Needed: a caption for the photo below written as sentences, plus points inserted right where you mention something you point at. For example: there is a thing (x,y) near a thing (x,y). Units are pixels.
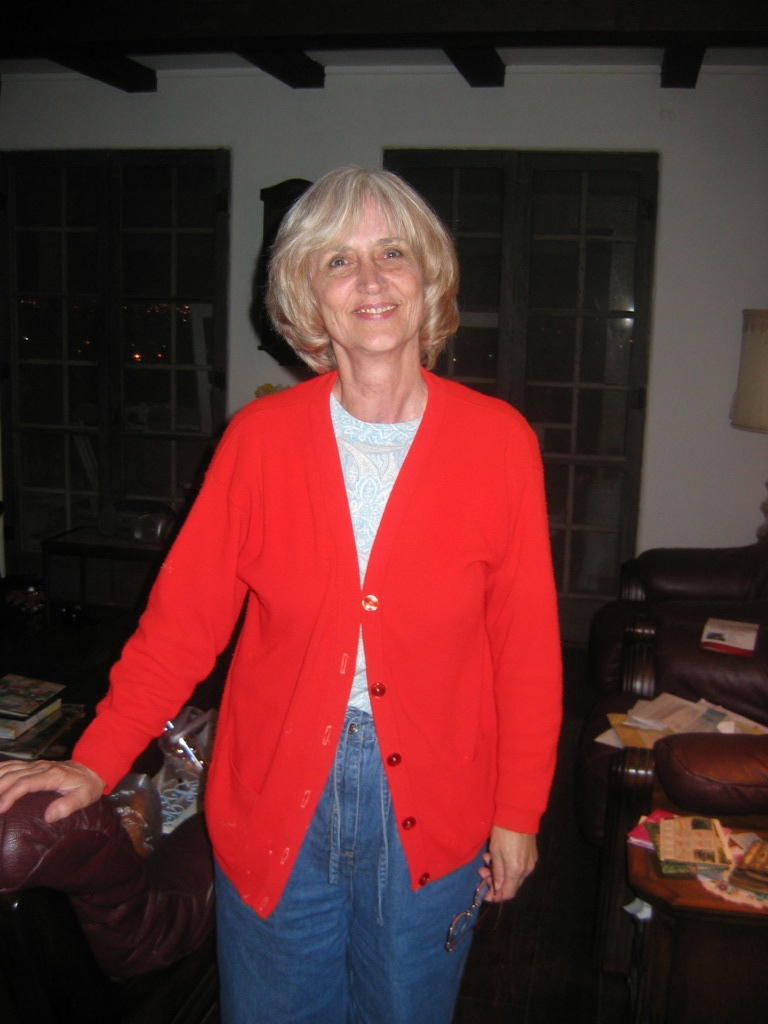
This image is taken in a room (640,464) with a woman (405,639) standing wearing a red colour jacket (455,620) with a smile on her face (378,287) taking support on a sofa (42,831). In the background (616,297) there is a door (610,322), sofa (691,617), lamp (748,376) and center table (58,732) with a books (37,717) on it.
